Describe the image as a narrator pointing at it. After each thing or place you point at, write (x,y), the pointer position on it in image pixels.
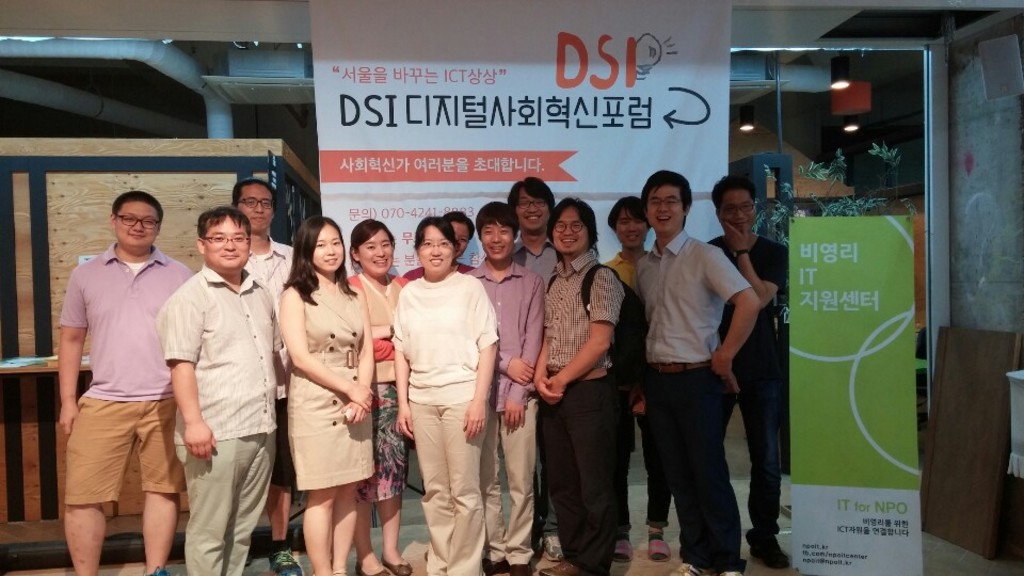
In this image I can see in the middle (666,193) a group of people (474,407) are standing and laughing. At the back side (457,101) there is a banner (597,152), on the right side (841,110) there are ceiling lights (841,82).
